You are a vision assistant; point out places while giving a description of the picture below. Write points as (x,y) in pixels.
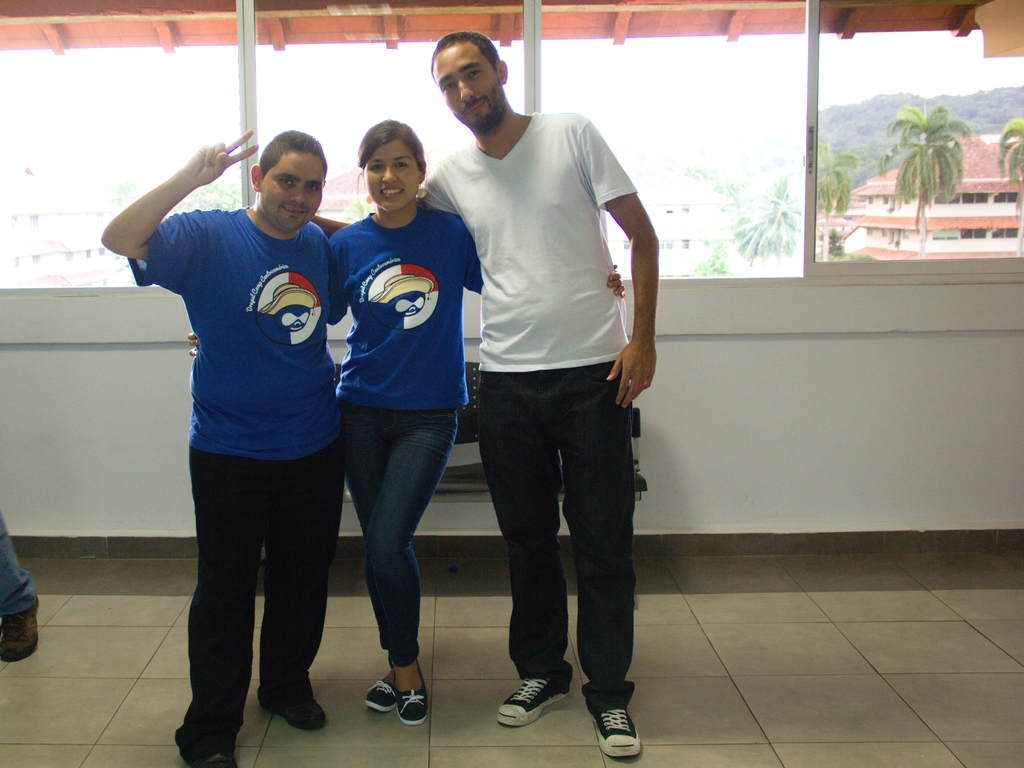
The picture is taken in a house (721,597). In the center of the picture (482,280) there are three people (533,392) standing. In the center of the picture (670,409) there is a wall (68,355) and a window (511,67), through the windows (855,144) we can see buildings (875,196), trees (820,152), hills (880,113) and sky (884,65). Sky (881,68) is cloudy. All the three people (302,244) are smiling.
